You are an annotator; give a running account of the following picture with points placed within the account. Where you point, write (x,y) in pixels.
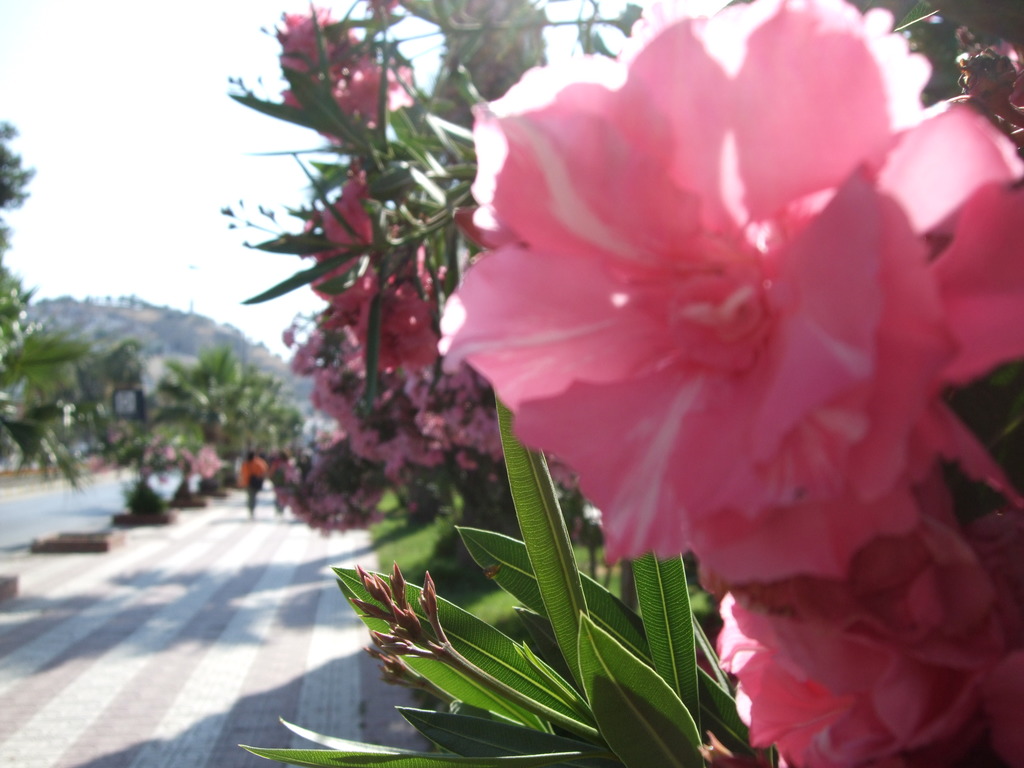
In this picture we can see there are plants (508,283) with flowers (508,283), buds (379,636) and leaves (557,678). On the left side of the flowers (396,326), there are people (256,470) on the walkway (240,496). In front of the people (261,484) there are trees (241,411), a hill (149,324) and the sky (133,170).
